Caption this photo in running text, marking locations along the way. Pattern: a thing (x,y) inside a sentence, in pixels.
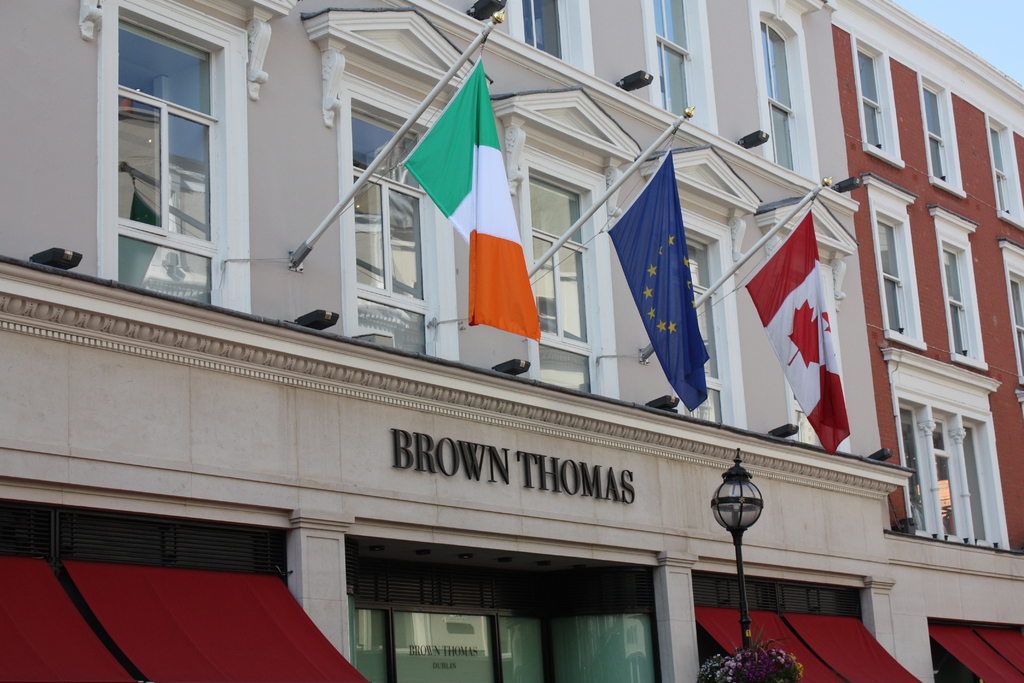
In this image we can see two buildings (868,428). One is in white color and the other is in red color. Flags (684,231) are attached to the white building (300,237). Bottom of the image (751,520) one light pole (724,514) is present.
